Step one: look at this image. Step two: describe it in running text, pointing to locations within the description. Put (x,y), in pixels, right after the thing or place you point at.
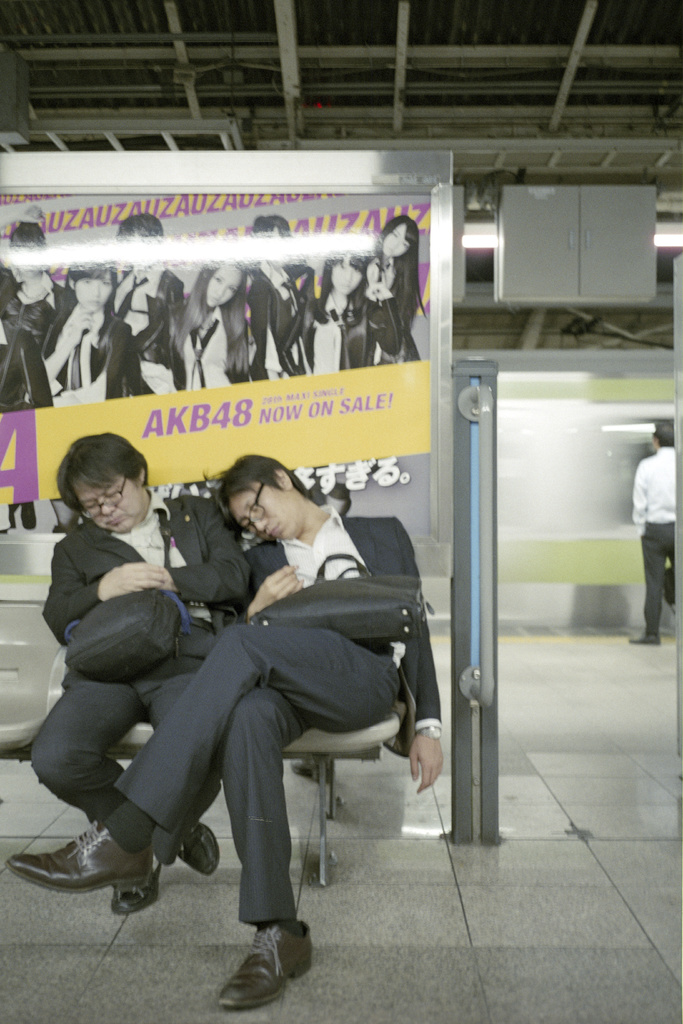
In this image I can see two people (259,728) with blazers (216,596), shirts (195,612) and pant (214,715) and these people (235,708) are sitting on the chairs (306,757). I can see these people (246,657) with the bags (313,614). To the right (655,596) I can see the person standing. In the background (266,388) I can see the board (284,316) and there is a cabinet (527,285) to the roof (270,129).
